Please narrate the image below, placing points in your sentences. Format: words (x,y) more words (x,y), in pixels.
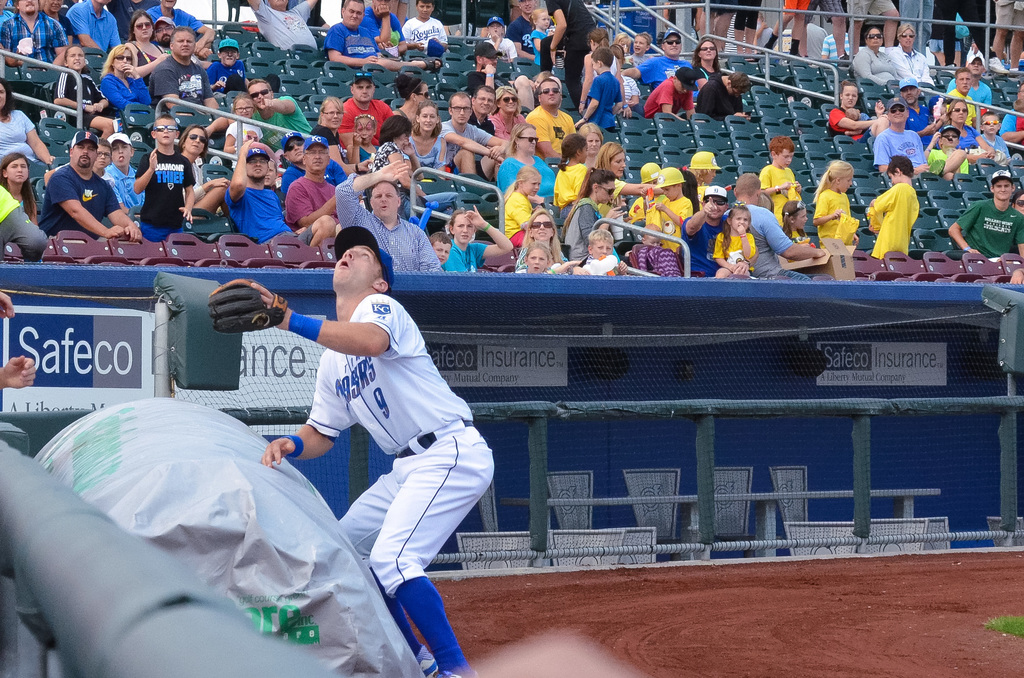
In this image I can see a group of people (859,41) sitting on the green chairs (842,143). In front (386,419) I can see a net fencing (663,391), few objects (462,544) and one person (361,375) is wearing white and blue color dress (424,455).
